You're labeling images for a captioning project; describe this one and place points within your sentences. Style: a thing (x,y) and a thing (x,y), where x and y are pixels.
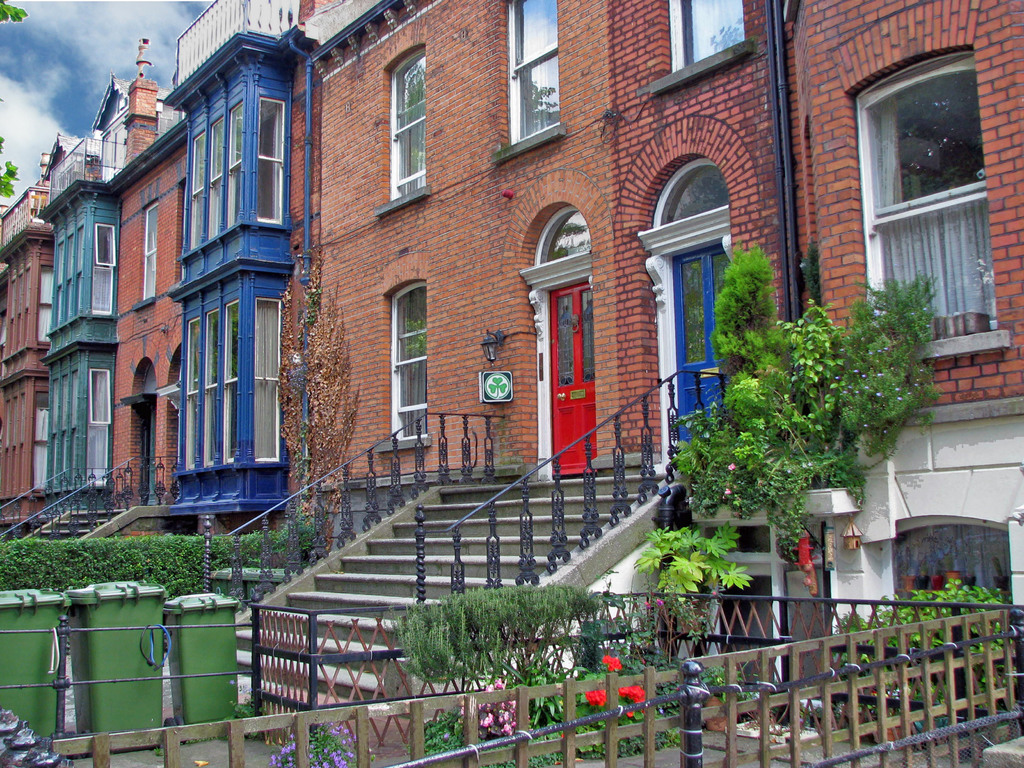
Building (371,172) with windows (241,173). Sky (112,57) is cloudy. In-front of these buildings (665,245) we can see steps (374,568), bins (105,614), fence (885,675) and plants (605,665) with flowers (590,699).
